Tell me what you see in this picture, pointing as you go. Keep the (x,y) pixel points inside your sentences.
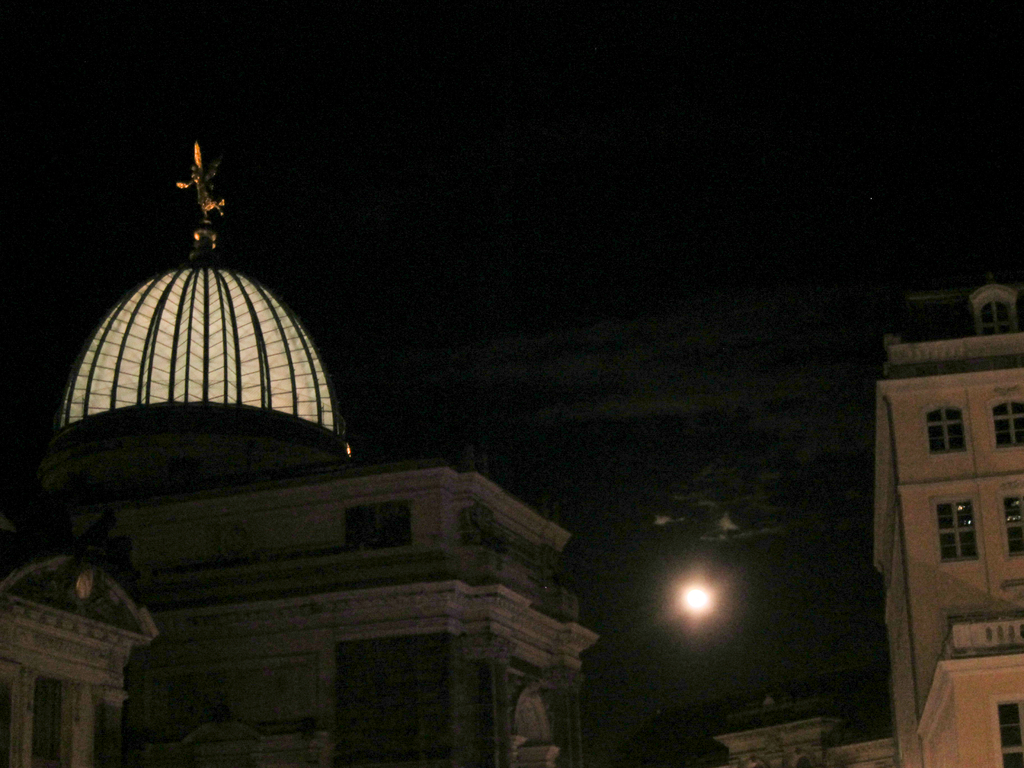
In this image I can see some buildings (281,524) I can see a statue (207,184) with some light (230,356) at the top of the building (310,479) on the left hand side (242,377). I can see the moon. I can see the sky (625,331) at the top of the image (635,223). The background (749,287) is dark.
